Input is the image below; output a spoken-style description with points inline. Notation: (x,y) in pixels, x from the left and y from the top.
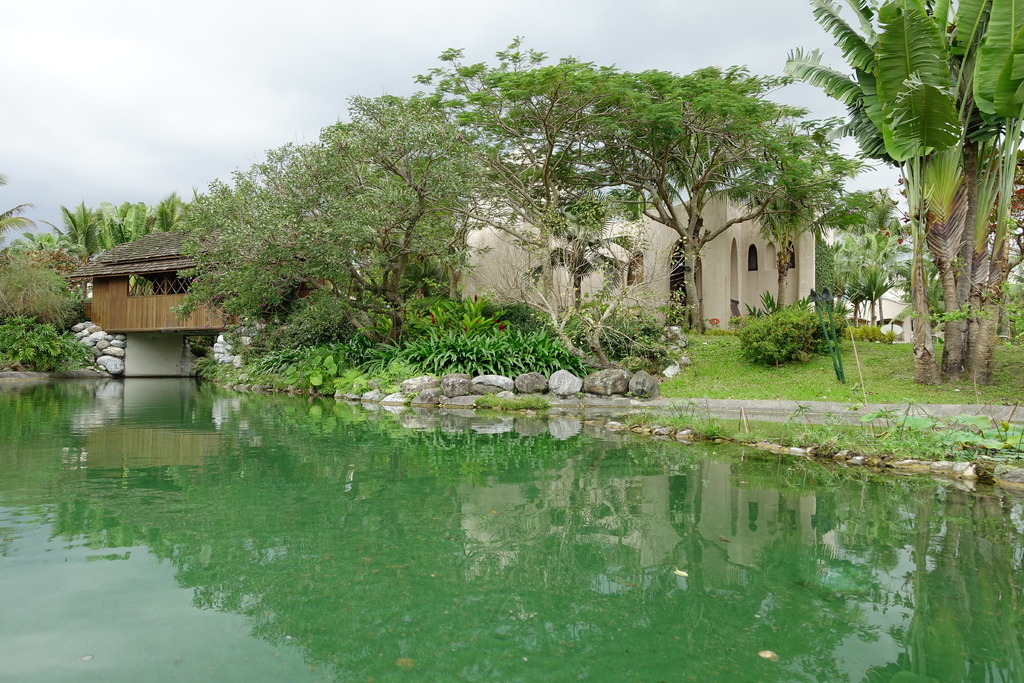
In this image we can see the water (350,423). Behind the water (268,446) we can see the rocks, grass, plants (427,323), trees (342,199) and the houses (478,272). At the top (283,104) we can see the sky (283,104). On the water (280,503) we can see the reflection (335,544) of trees (332,595), plants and the sky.
